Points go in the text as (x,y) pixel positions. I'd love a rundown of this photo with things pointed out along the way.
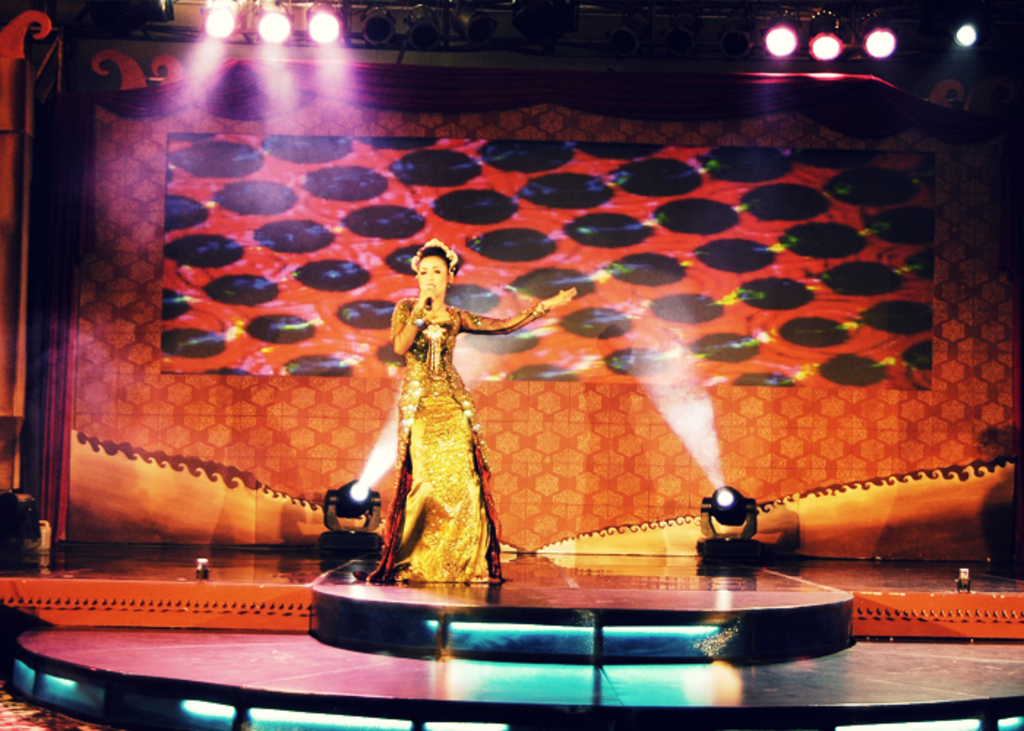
In this picture there is a woman (445,546) standing on the stage (502,559) and she is holding the microphone (427,304). At the top (878,51) there are lights (895,51). At the back (403,252) there is a screen (265,368) and there is a curtain (264,72). At the bottom (748,497) there are lights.
